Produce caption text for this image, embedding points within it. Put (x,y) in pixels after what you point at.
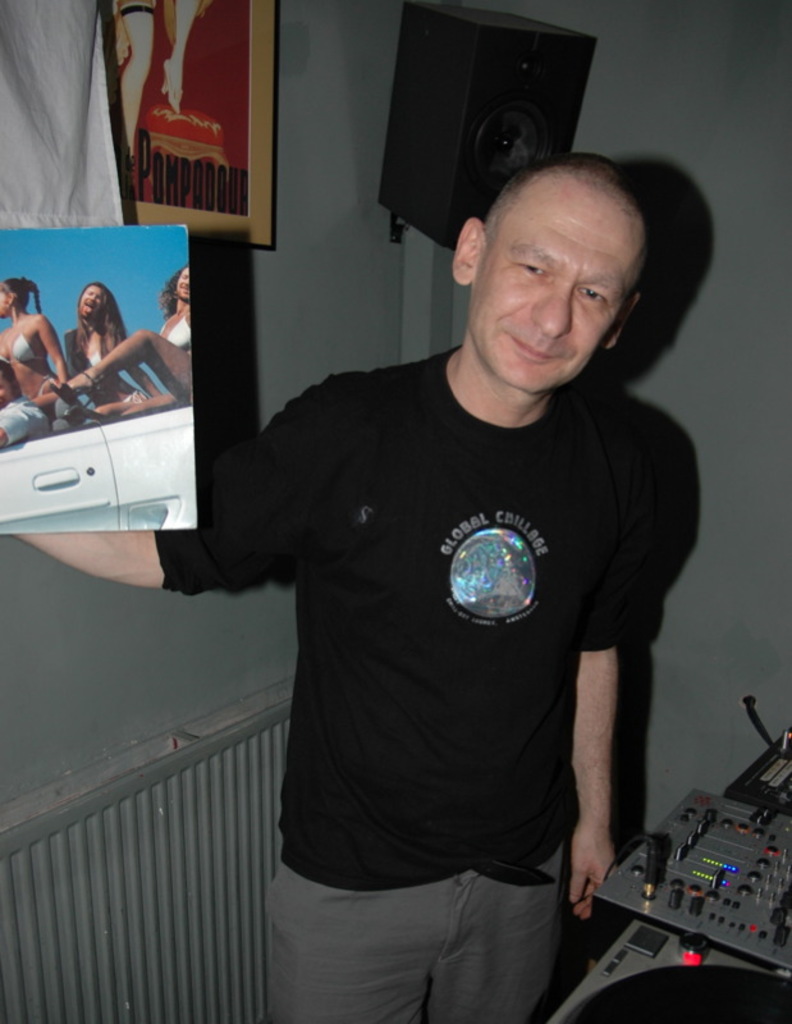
In this picture there is a man (615,282) who is wearing black t-shirt (434,715) and trouser (448,921). He is holding the record cover (160,417). He is standing near to the table (759,937). On the table (753,888) we can see mixer (785,926) and musical instruments (683,1000). In this record cover (172,353) we can see a women's picture (97,343). On the top (399,103) there is a speaker (399,103) near to the photo frame (257,95). On the top left corner (74,50) there is a white cloth (69,44).
